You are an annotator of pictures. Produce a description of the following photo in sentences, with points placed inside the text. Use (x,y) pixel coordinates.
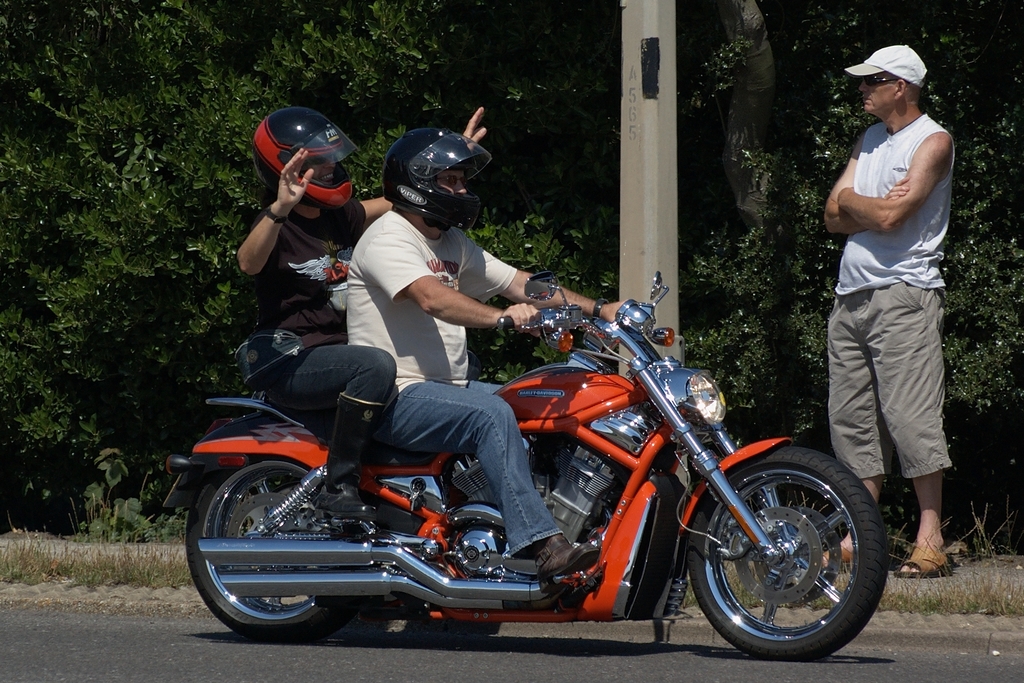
In this picture there are two people (416,348) sitting on the bike (628,386) wearing helmets (281,143) and beside them there is a person (861,64) in white shirt (875,142) standing and a pole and some plants (520,76).
